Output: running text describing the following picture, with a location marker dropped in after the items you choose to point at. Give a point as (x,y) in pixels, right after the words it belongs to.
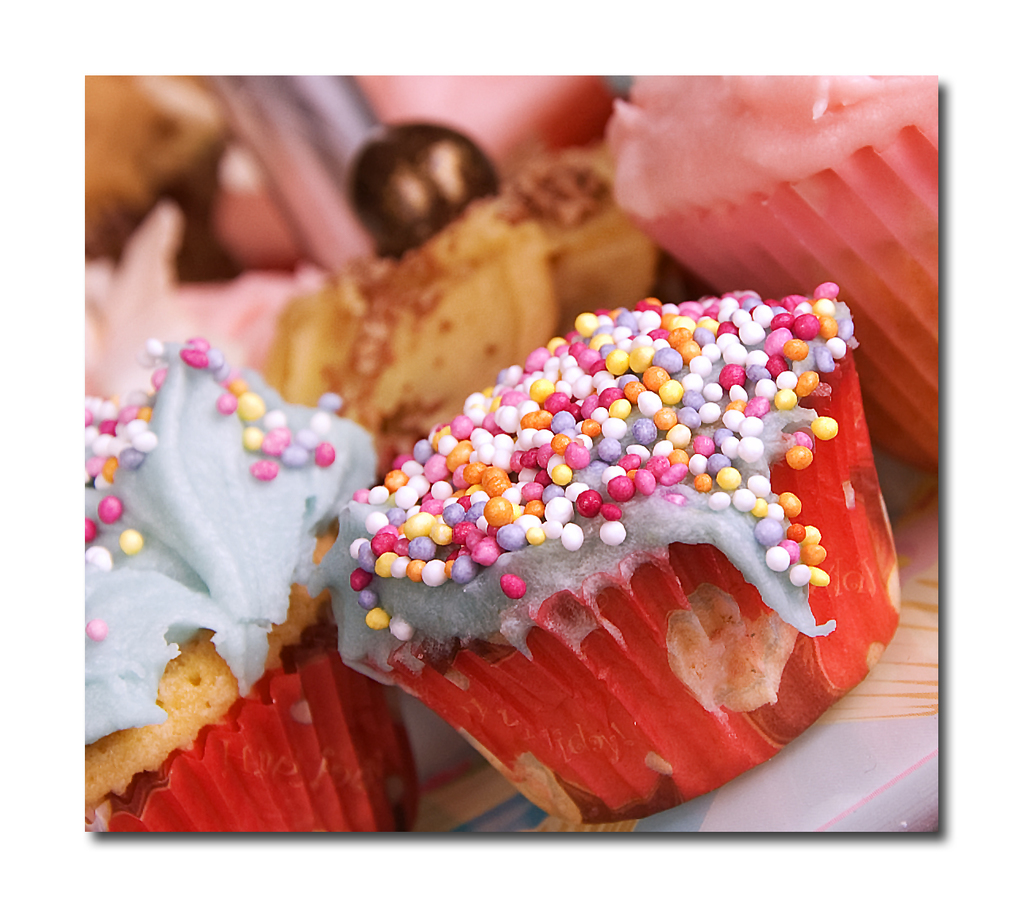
In this image I can see there are few cupcakes (546,511) placed on the table (468,777) and there are few sprinkles (256,433) on it.
